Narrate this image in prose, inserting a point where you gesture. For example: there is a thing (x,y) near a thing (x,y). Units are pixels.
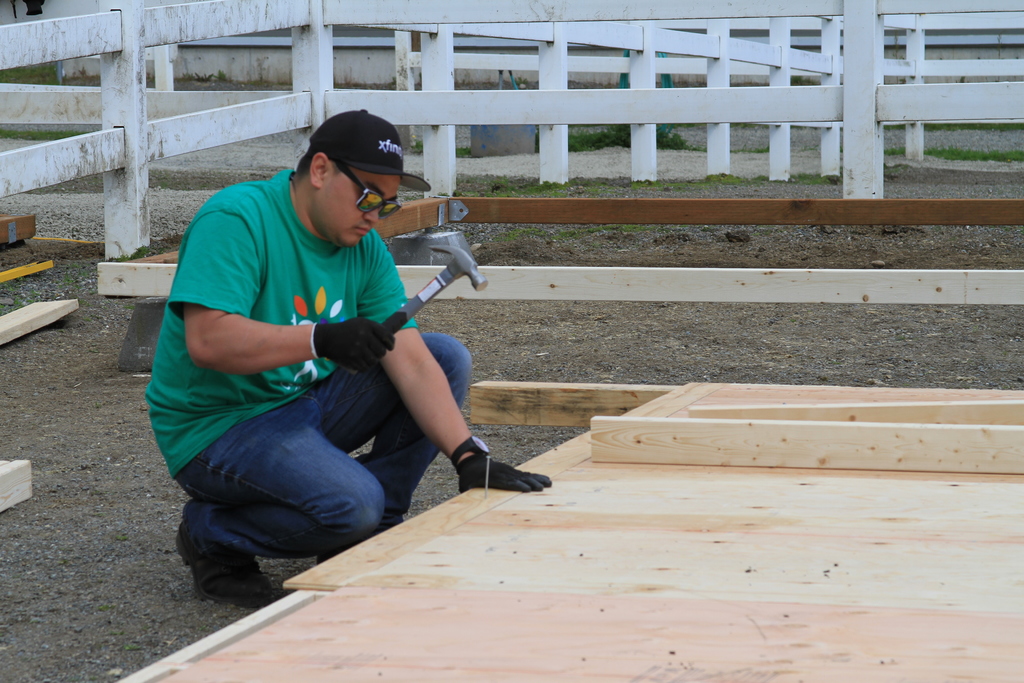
In this image, we can see a man (254,390) sitting and holding a hammer (398,318), we can see the wooden platform (610,492). In the background (412,36), we can see the fencing (606,91).
